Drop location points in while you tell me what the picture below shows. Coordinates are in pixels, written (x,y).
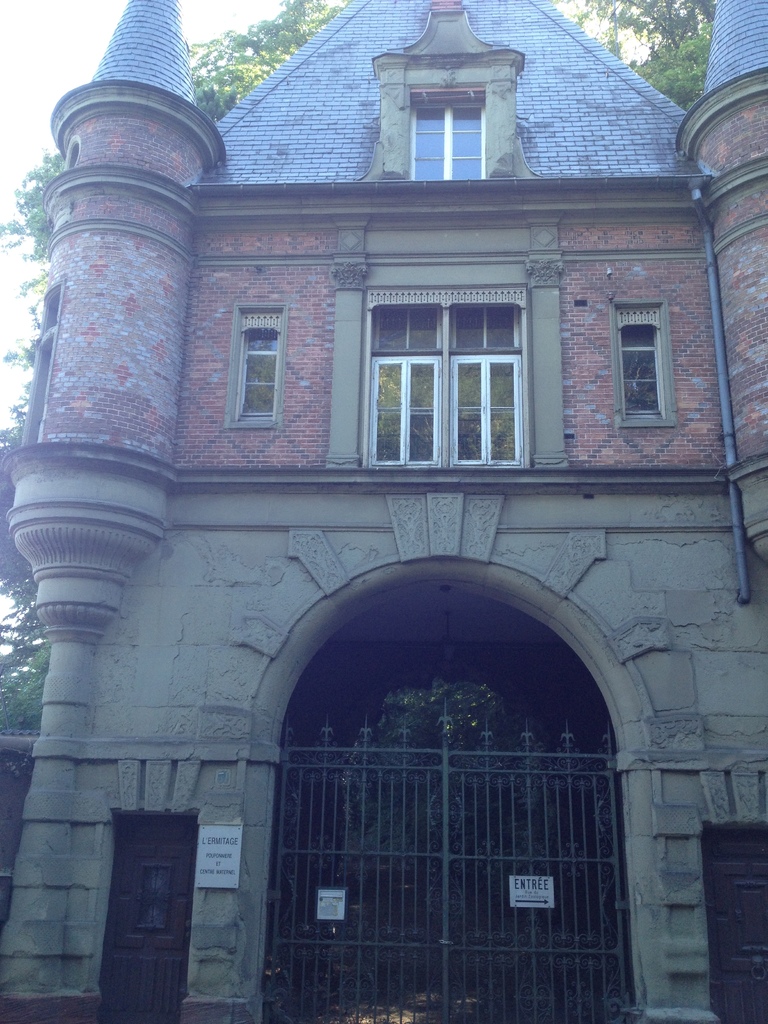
In this picture we can see a house (335,360) with windows (390,354) and a gate (440,832). On the gate (402,888) there are boards (328,902). Behind the house (321,247) there are trees (301,28) and the sky (10,111).
